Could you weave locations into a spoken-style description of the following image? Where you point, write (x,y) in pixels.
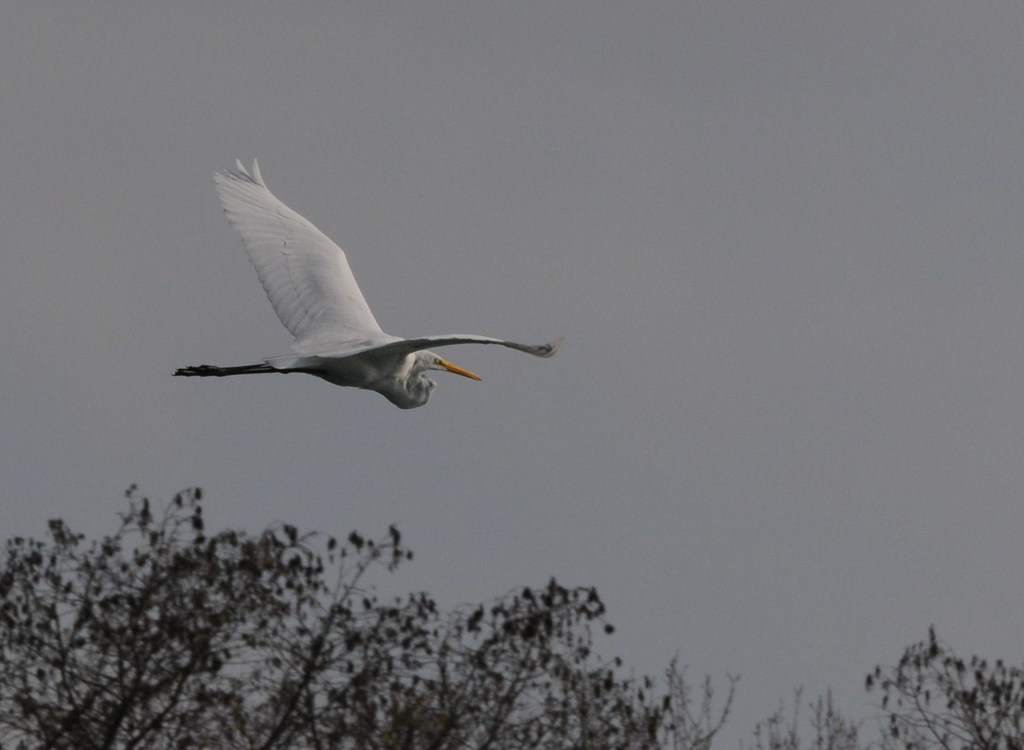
In this image we can see a white color bird (365,310) flying in the sky (722,416), and there are some trees (523,668).
